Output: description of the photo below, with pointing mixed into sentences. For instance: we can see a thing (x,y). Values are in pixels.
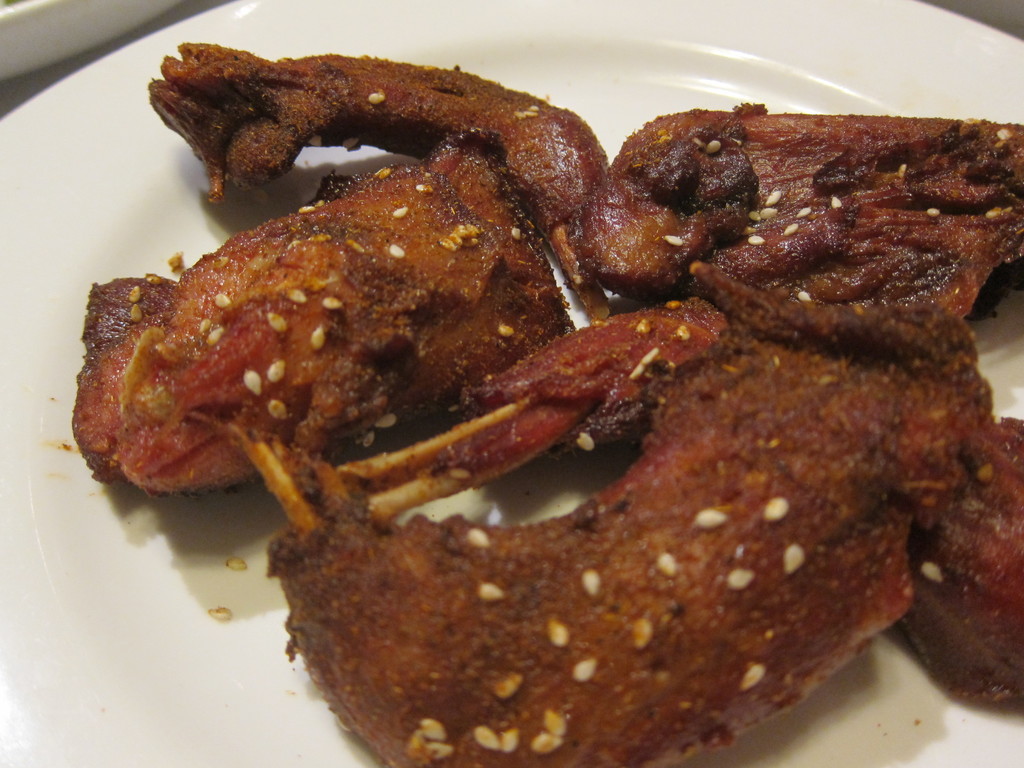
In this picture we can see some food items (408,391) on the white plate (11,681).
